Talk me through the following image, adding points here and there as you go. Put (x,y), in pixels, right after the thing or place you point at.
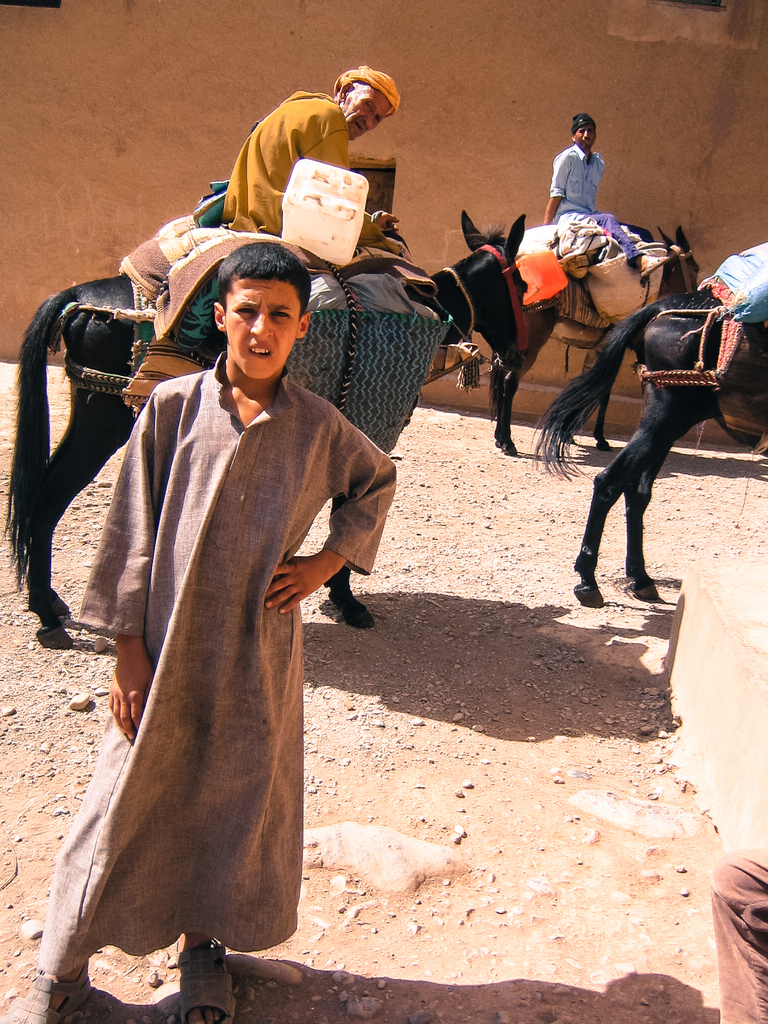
This is a picture of a boy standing and man (383,244) sitting in the animal (61,306), another person (574,173) sitting in the animal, another animal (583,598) and in background (537,105) we have a wall (398,29).
